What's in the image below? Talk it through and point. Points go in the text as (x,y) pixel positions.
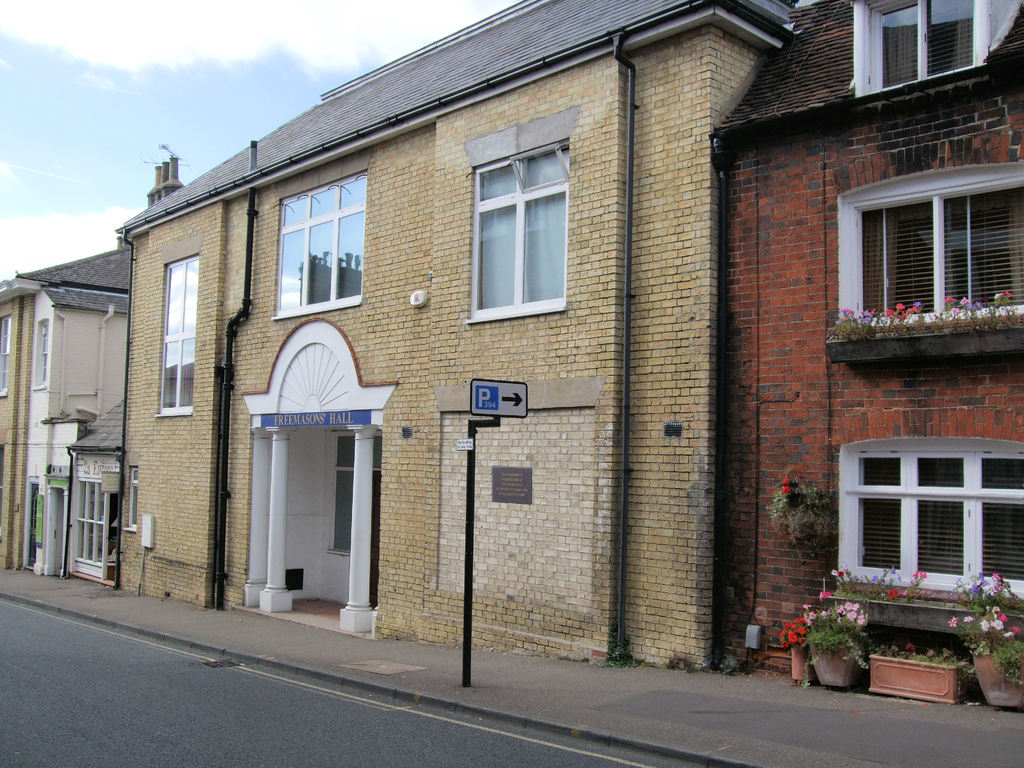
In this image we can see buildings (281,332), pipelines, name board (281,415), sign board (476,401), house plants (846,634), windows (856,86) and sky (141,88) in the background (299,70).
